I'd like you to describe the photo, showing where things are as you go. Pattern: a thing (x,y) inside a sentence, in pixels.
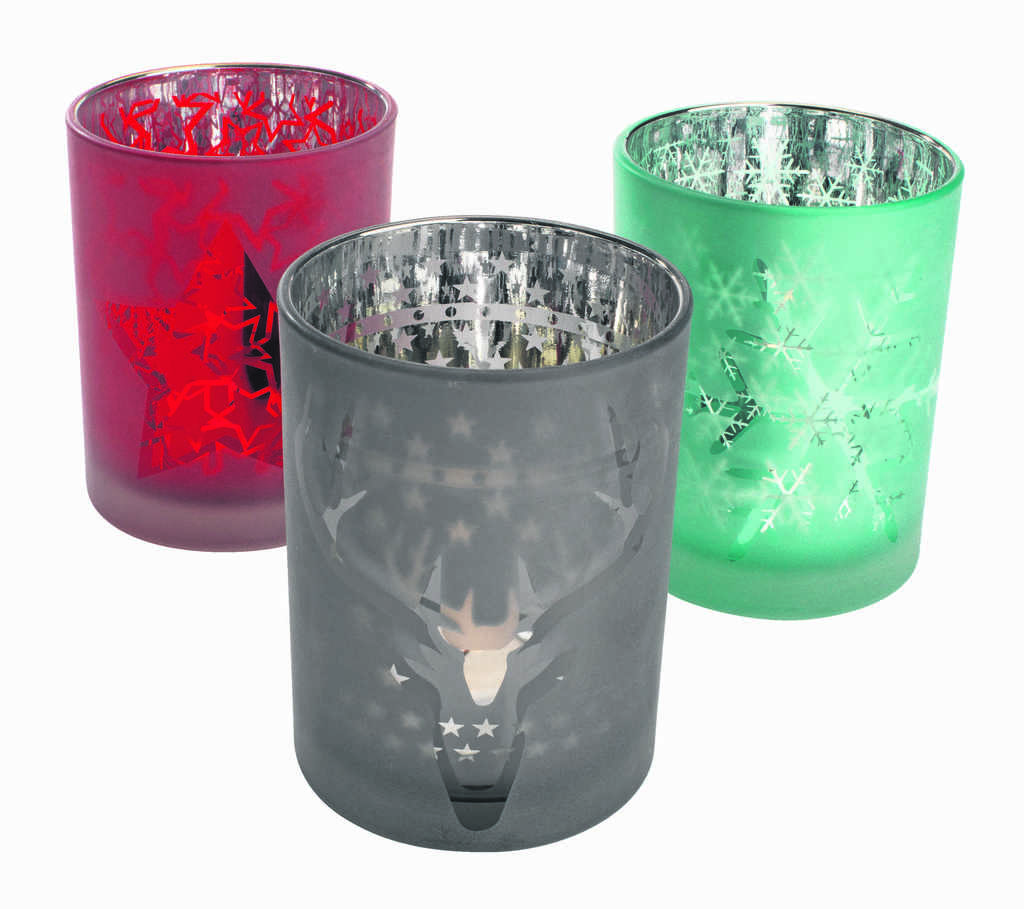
In the image we can see the glass objects (525,357) of different colors with some designs (444,574).
